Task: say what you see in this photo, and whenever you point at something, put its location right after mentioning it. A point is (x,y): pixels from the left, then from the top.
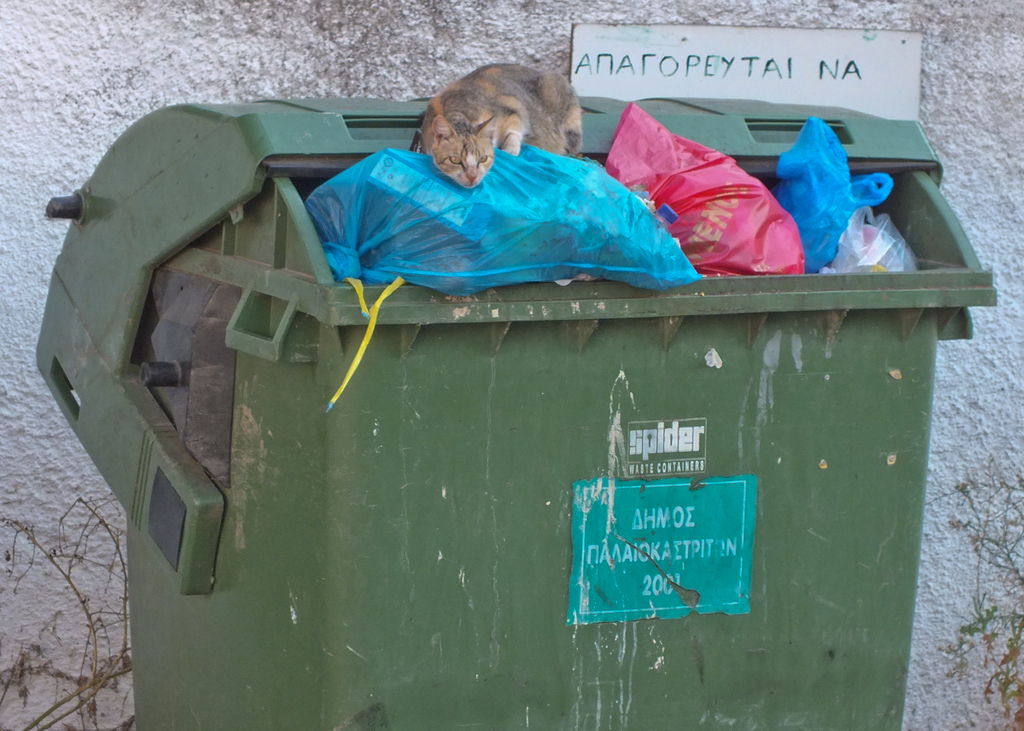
In this image there is a cat (488,136) on top of trash (552,222) in a trash bin (579,375), behind the bin (545,313) there is a name board (724,46) on the wall (78,115), on the bottom left (126,645) and right of the image (973,538) there are plants (87,635).
